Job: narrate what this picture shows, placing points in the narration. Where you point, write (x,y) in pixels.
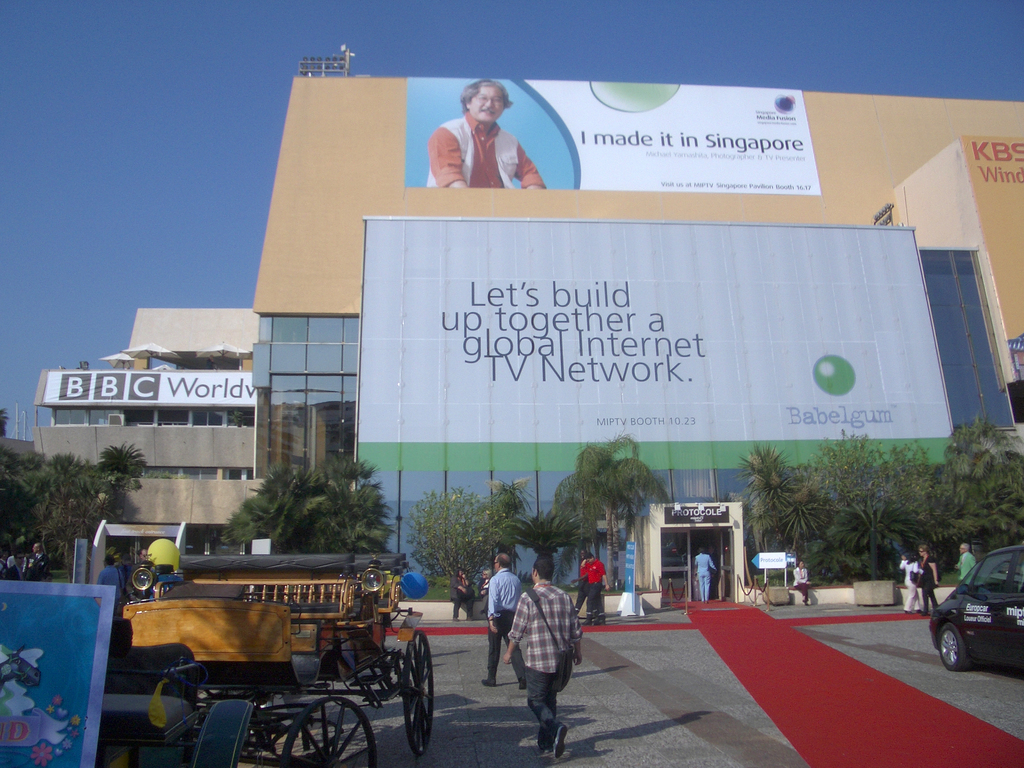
In this image in the front (238,668) there is a cart (315,688) which is on the road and there are persons (538,628) walking. On the right side (993,617) there is a car (991,629) with some text (983,619) written on it which is black in colour and in the center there is a mat (751,639) on the floor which is red in colour, and there are persons (500,593) sitting and standing and walking. In the background (639,530) there is a building (776,261) with some text (627,149) written on it and there are trees (58,516).
